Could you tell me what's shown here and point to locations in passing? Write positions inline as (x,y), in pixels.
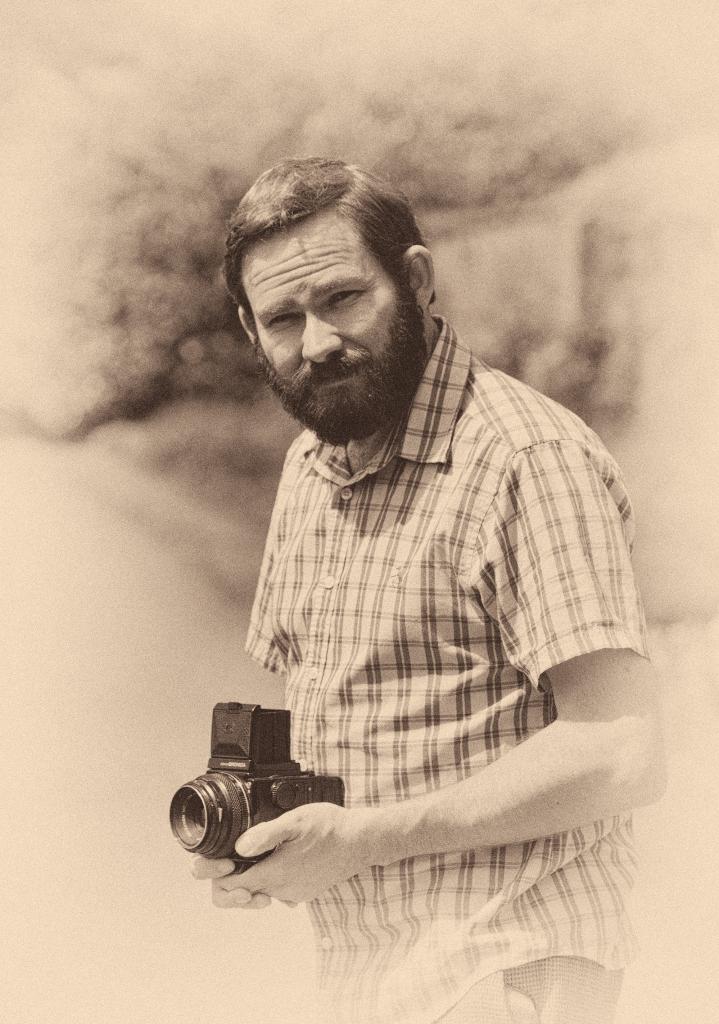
A man (412,517) with red checks shirt (421,558) is holding a camera (229,767) in his hand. He is having beard (358,391).
